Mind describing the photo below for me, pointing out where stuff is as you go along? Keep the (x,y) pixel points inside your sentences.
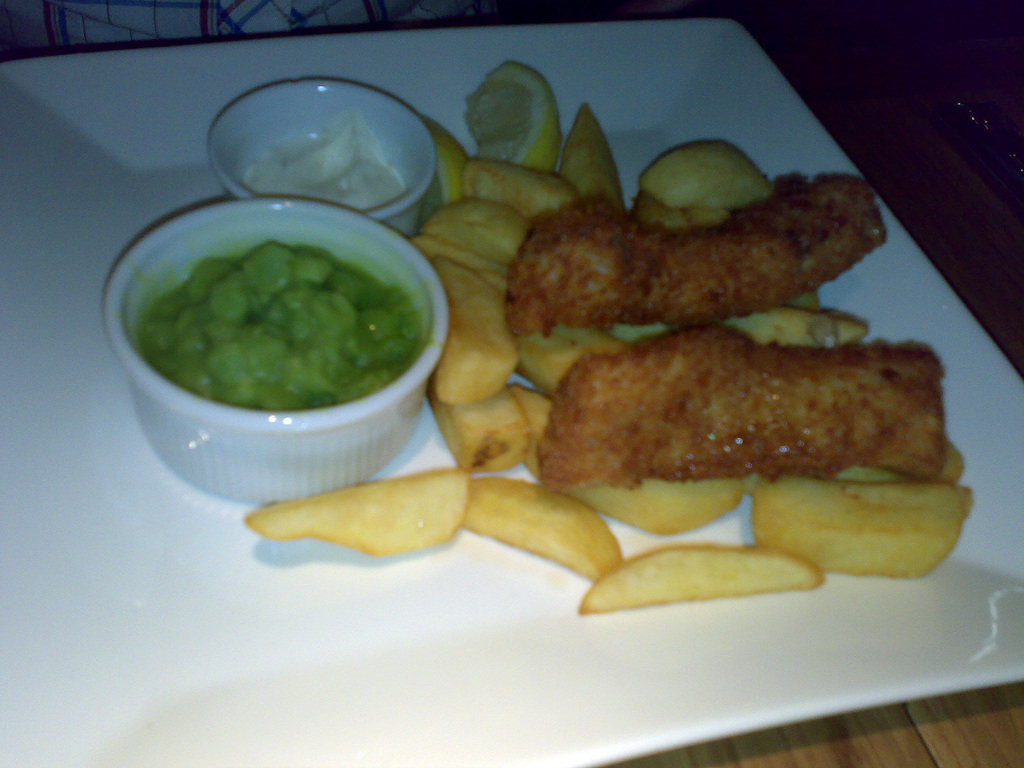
In this picture I can see there is some food (284,297) placed on the plate (51,424) and there are two bowls (200,463) placed on the wooden table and in the backdrop (172,26) I can see there is a man (103,23) sitting.
